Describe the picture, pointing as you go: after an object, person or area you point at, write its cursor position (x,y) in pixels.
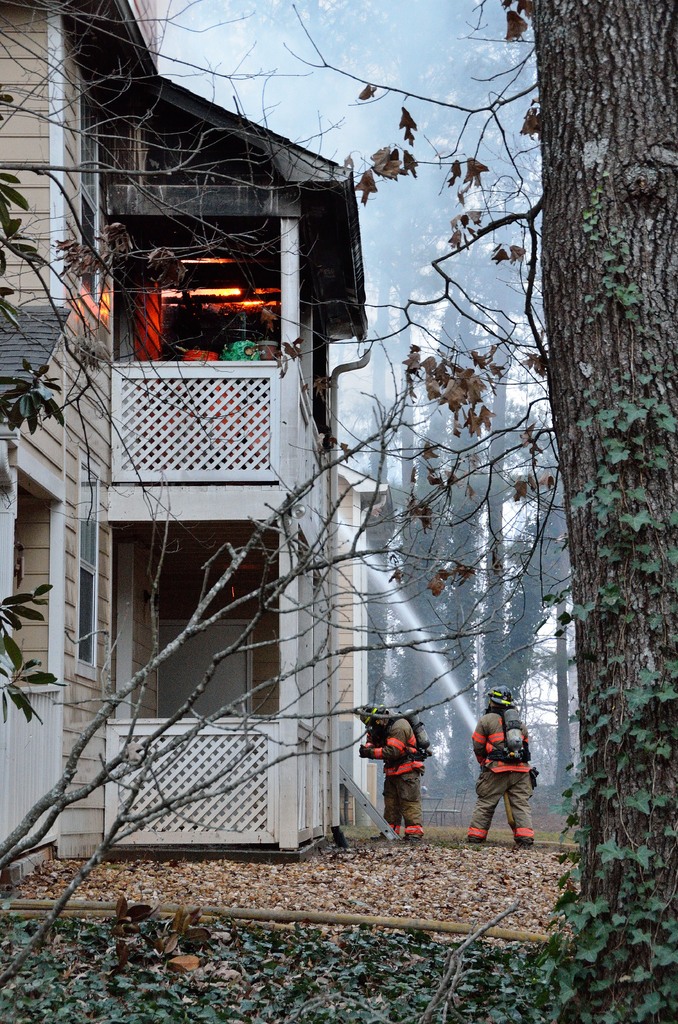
In this image we can see a building (228,374), two persons (394,729) standing near the building (201,430) on the ground (404,891) and there are few trees (529,618) and a creeper plant (596,923) on the tree (614,676).
